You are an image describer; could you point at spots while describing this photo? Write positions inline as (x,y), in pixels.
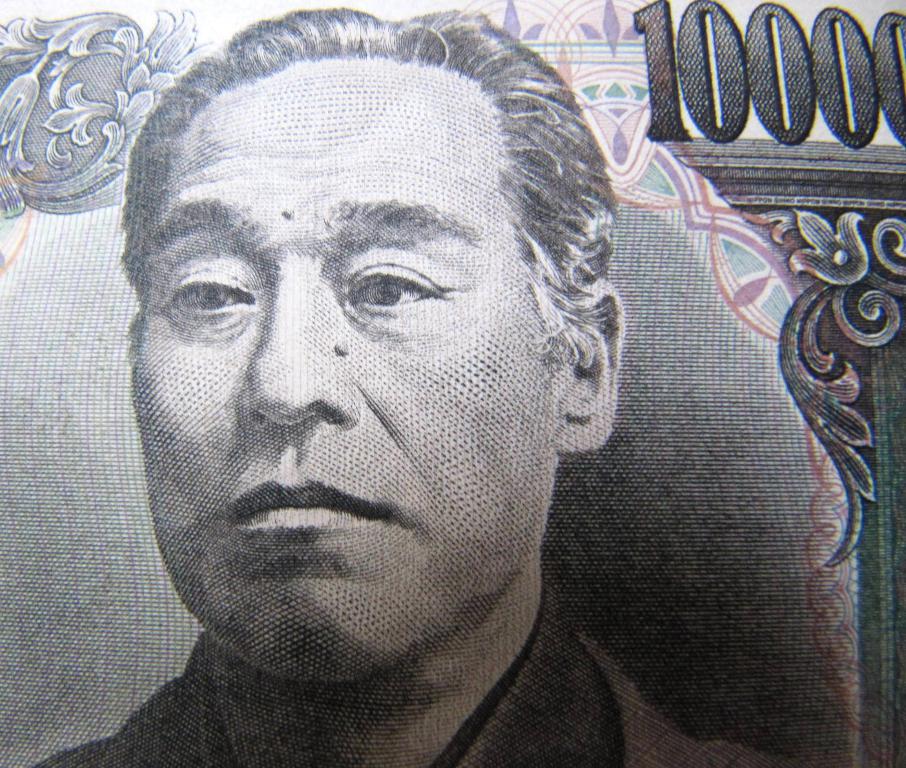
In this image, we can see a sketch (268,288) of a person (323,152) and there is some text (648,74) on the paper (614,536).
